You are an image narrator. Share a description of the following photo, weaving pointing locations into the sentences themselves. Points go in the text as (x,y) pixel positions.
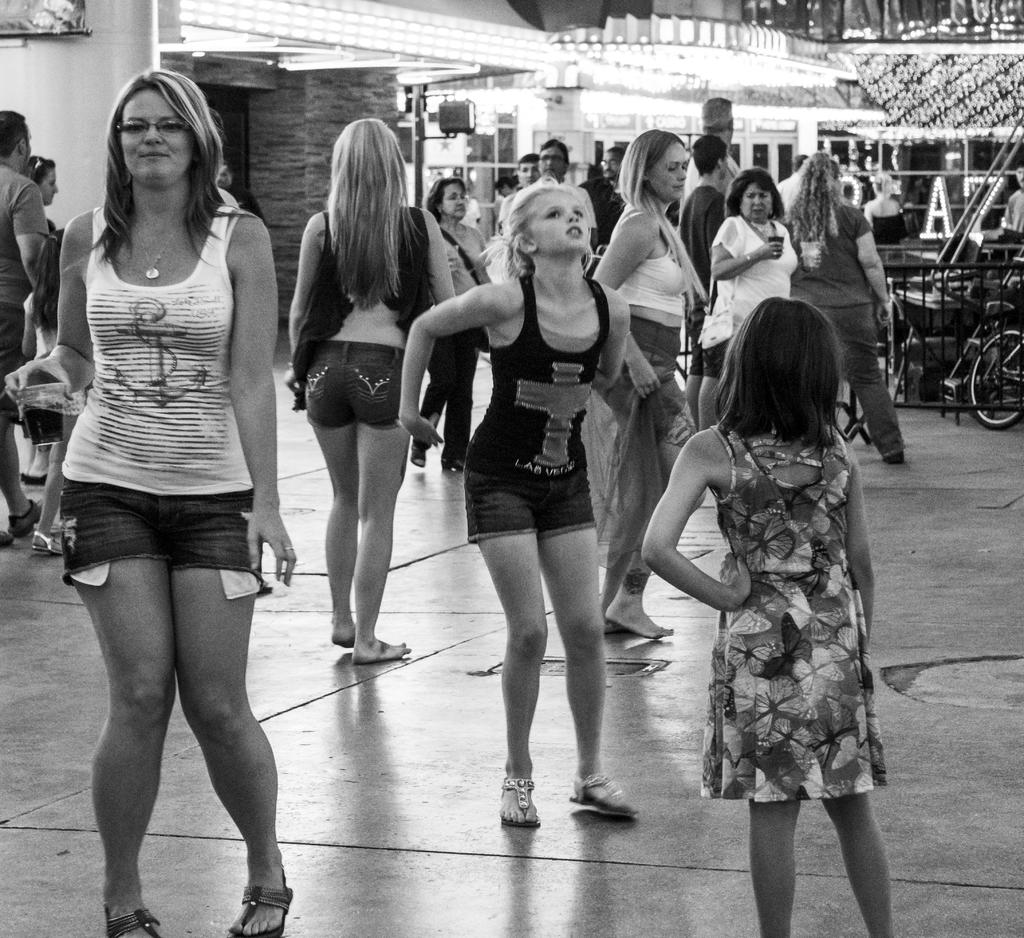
In this picture we can see a group of people (721,224) standing on the floor (374,723), bicycle (987,328) and in the background (436,106) we can see the lights (658,42), pillars (809,150).
